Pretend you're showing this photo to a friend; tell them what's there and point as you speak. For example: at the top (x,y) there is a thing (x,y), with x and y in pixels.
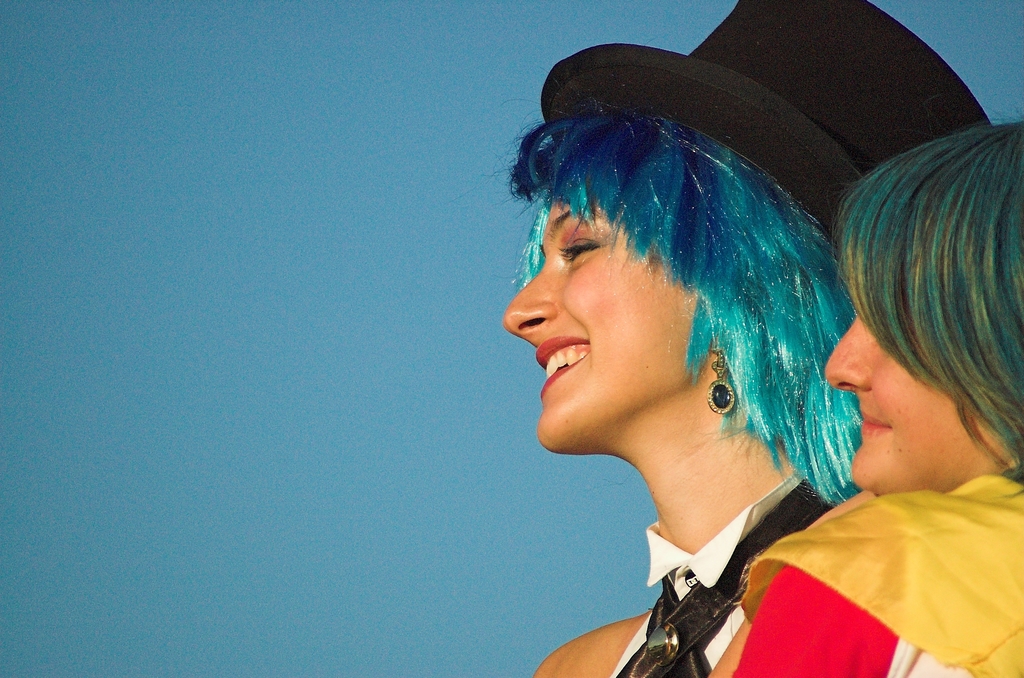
In this image there are persons (746,429) smiling and there is a woman (665,339) wearing a hat (808,84) which is black in colour.
